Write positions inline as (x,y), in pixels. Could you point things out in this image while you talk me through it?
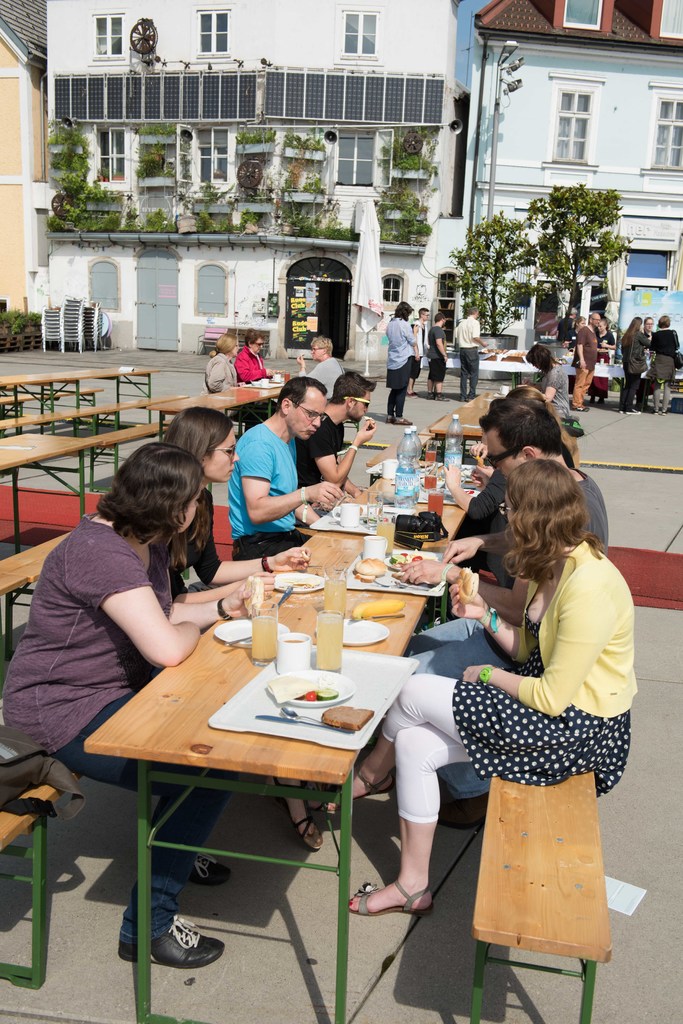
In a picture there are people (522,681) sitting on the benches (516,838) in front of the table (266,765) and on the table (308,774) there three spoons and glasses (336,590) and food items (373,559) and water bottles (405,497) and at the corner of the picture there are building (665,230) and there are some plants (589,273) and in the middle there is one umbrella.
